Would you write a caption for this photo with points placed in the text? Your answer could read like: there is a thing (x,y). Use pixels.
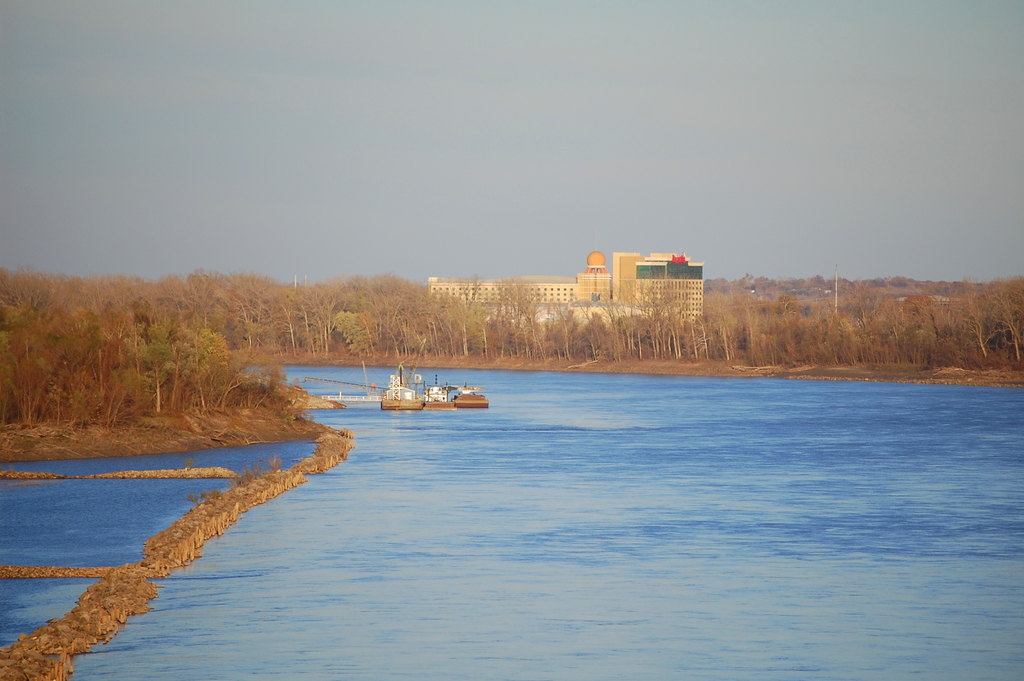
In this picture, we can see building (588,294) with windows (672,277), ground (314,406), grass (183,430), plants (264,399), trees (264,399), we can see water (350,379), boats (395,404), and we can see pole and the sky (808,274).
